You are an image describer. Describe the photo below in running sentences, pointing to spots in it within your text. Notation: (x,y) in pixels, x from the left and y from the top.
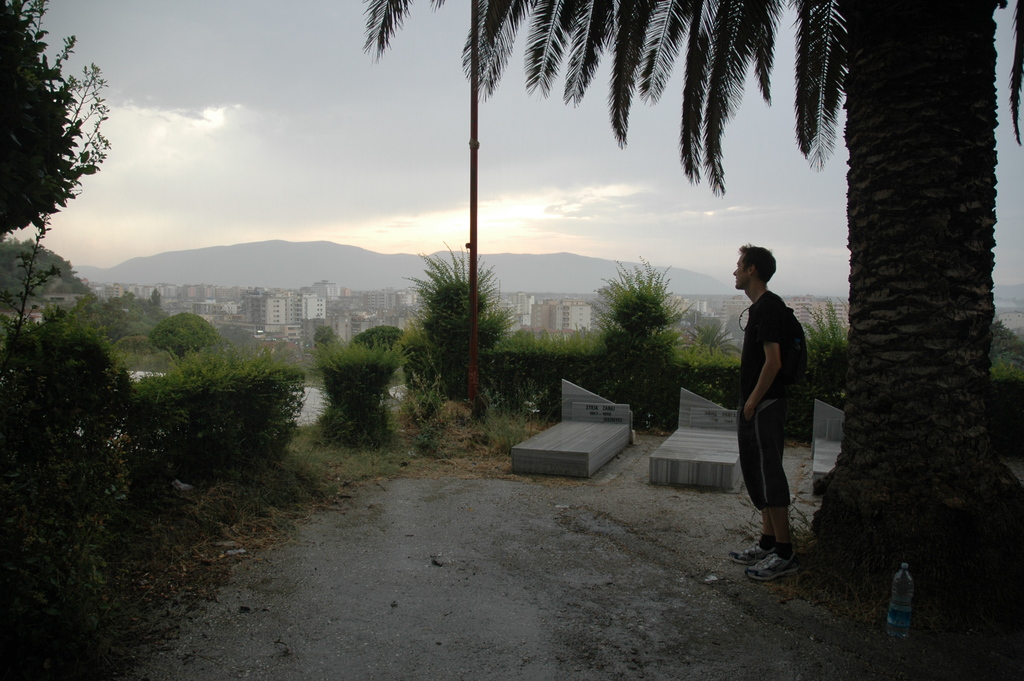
In this picture we can see a man (740,276) standing near to the tree (862,154). There is a bottle (893,628). These are the tombs (686,448). And we can see some plants (358,388) here. And on the background (135,295) there are many buildings (400,306). This is mountain (319,252) and there is a sky (274,101).
